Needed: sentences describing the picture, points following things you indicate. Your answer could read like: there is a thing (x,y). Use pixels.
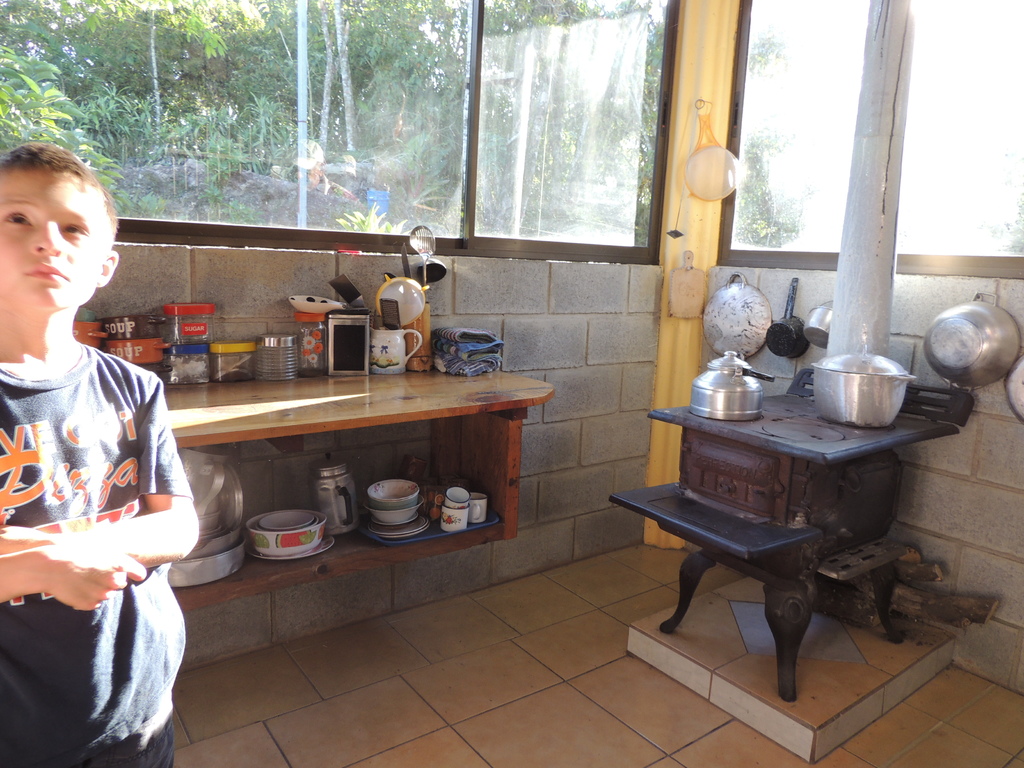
Through window glass (532,130) we can see trees (485,103). Here on a platform (416,387) we can see mug (388,366), containers (297,348). Here we can see dishes (962,346) over a wall (911,346). This is a strainer (700,198). Here we can see one boy (90,635) standing on the floor (545,630).
